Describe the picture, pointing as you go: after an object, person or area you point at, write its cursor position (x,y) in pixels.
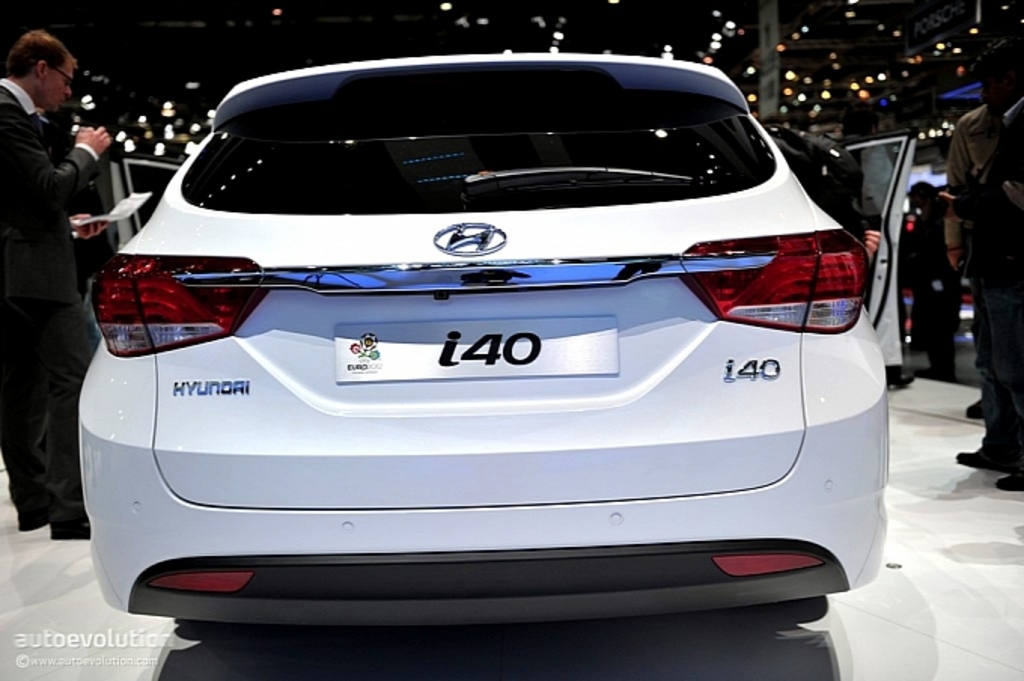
This image is taken indoors. At the bottom of the image (912,600) there is a floor (303,627). In the middle of the image (435,454) a car (815,360) is parked on the floor (432,630). On the left (50,239) and right sides of the image a few people (41,125) are standing on the floor (959,475). At the top of the image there are many lights (852,15).
